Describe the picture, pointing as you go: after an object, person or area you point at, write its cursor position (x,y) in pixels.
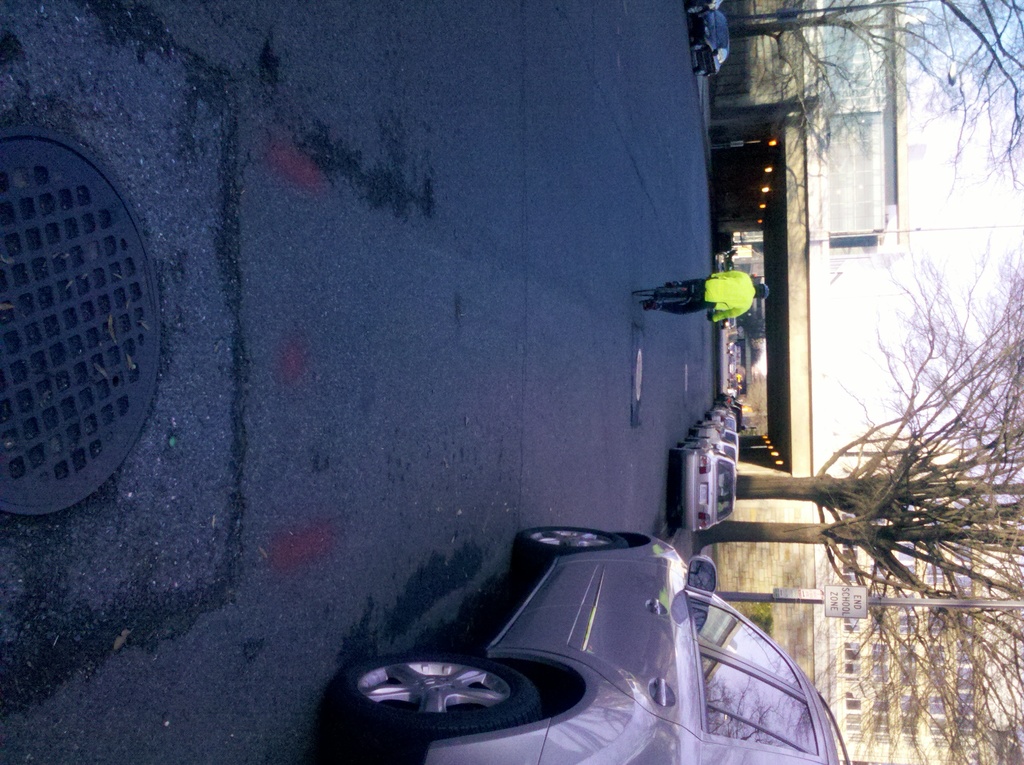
In the center of the image (580,436) we can see a few vehicles (703,475) on the road (405,318). And we can see one person (664,303) is riding a cycle (664,289). On the left side of the image (126,284), we can see one black color object (153,282). On the right side of the image (884,343), we can see the sky (967,296), clouds (984,193), buildings (921,570), trees (855,477), lights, one bridge (805,346), one pole (908,602), one sign board (858,589), few vehicles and a few other objects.
